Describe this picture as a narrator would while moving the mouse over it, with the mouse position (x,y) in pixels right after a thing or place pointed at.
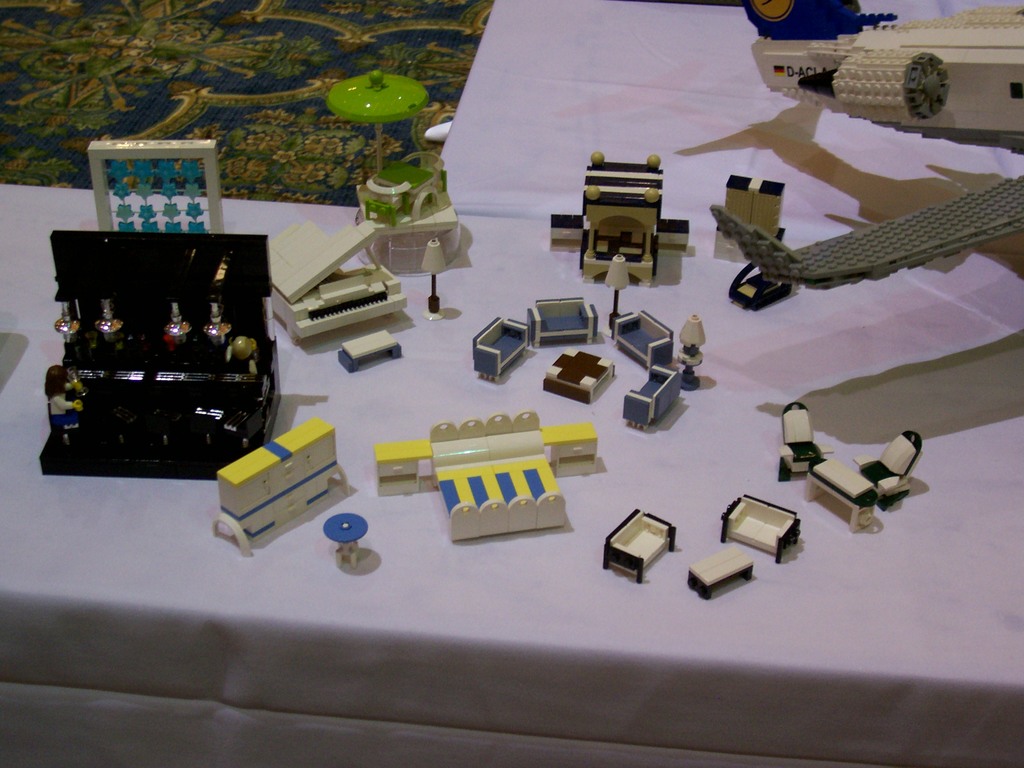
In this image in the foreground (284,243) there is one table (564,588), on the table (322,211) there are some toys (937,46) and building blocks (859,68). And in the background (208,137) there is a carpet (182,116).
